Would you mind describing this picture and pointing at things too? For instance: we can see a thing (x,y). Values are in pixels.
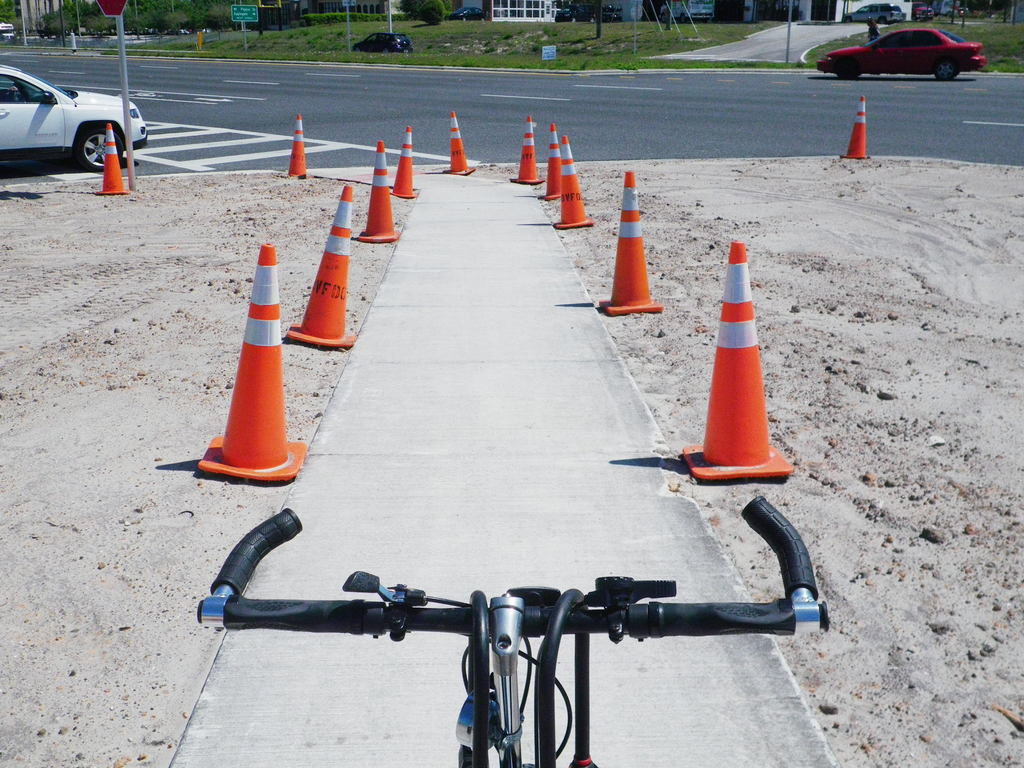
In this picture we can see a bicycle handle (466,617) and in front of the handle (446,616) there are cone barriers (643,304) and some vehicles (69,140) on the road (762,121). On the path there are poles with a signboard (99,2) and a directional board (242,12).
